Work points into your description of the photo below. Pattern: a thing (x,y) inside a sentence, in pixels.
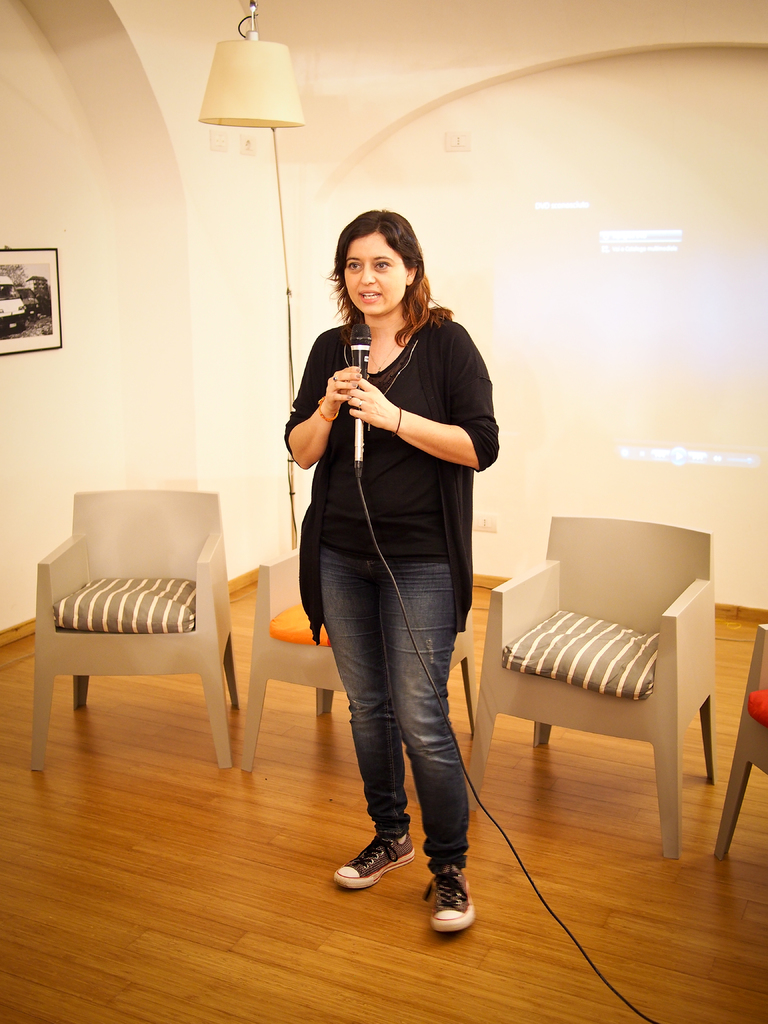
In this image i can see a woman (338,379) standing, holding a microphone (360,363). In the background (149,537) i can see few chairs (291,600), a lamp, a wall (538,234) and a photo frame (51,326) attached to the wall (44,239).
